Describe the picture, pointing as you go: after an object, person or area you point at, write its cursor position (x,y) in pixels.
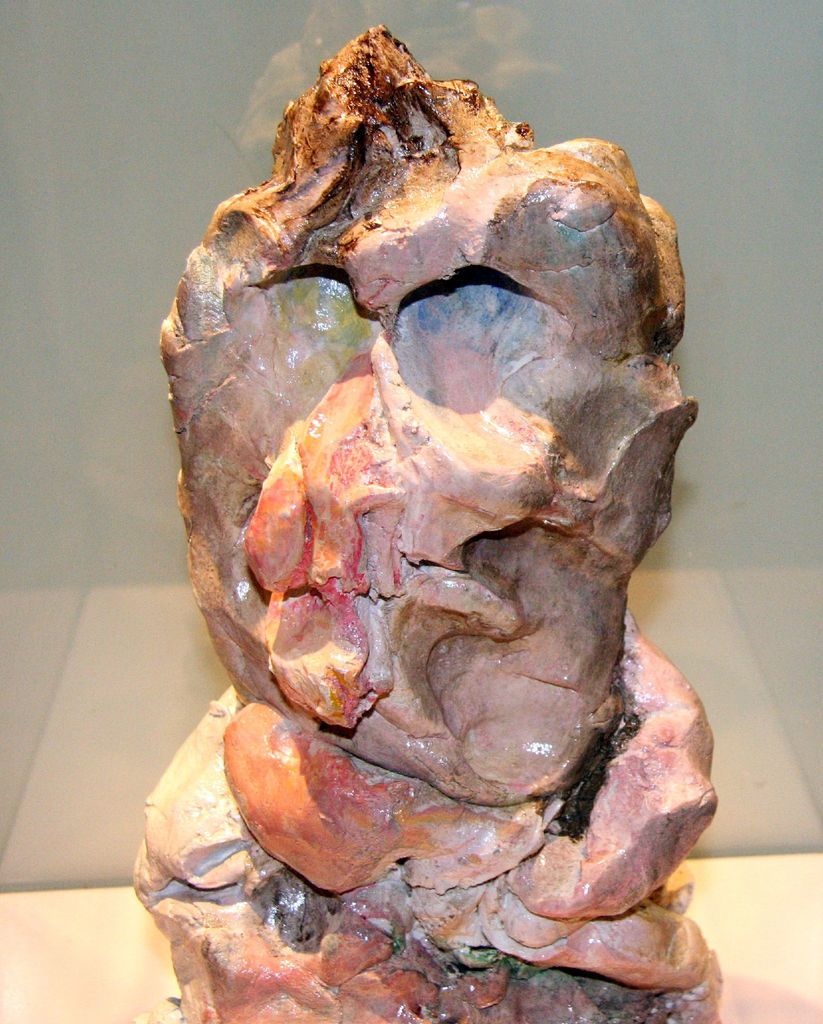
In this image we can see an object (317,432) which looks like a sculpture (540,612). Behind the sculpture (574,400), we can see the wall (789,395).
